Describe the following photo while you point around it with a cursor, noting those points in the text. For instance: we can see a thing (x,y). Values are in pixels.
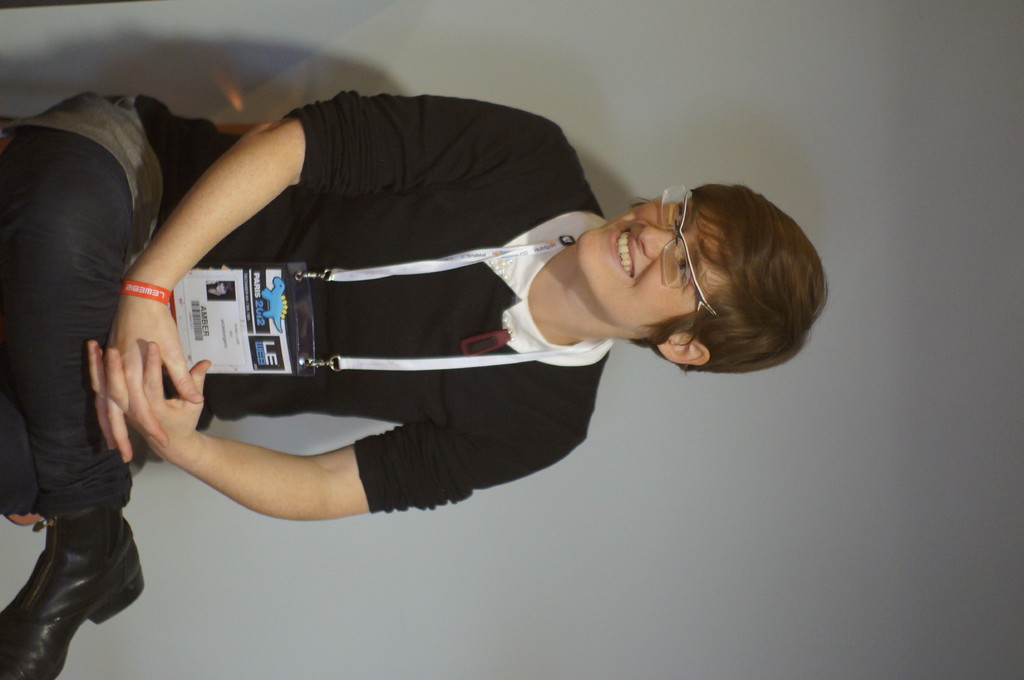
In this image there is a person (130,415) sitting on the chair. He is wearing spectacles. Background (857,28) there is a wall (763,472).
